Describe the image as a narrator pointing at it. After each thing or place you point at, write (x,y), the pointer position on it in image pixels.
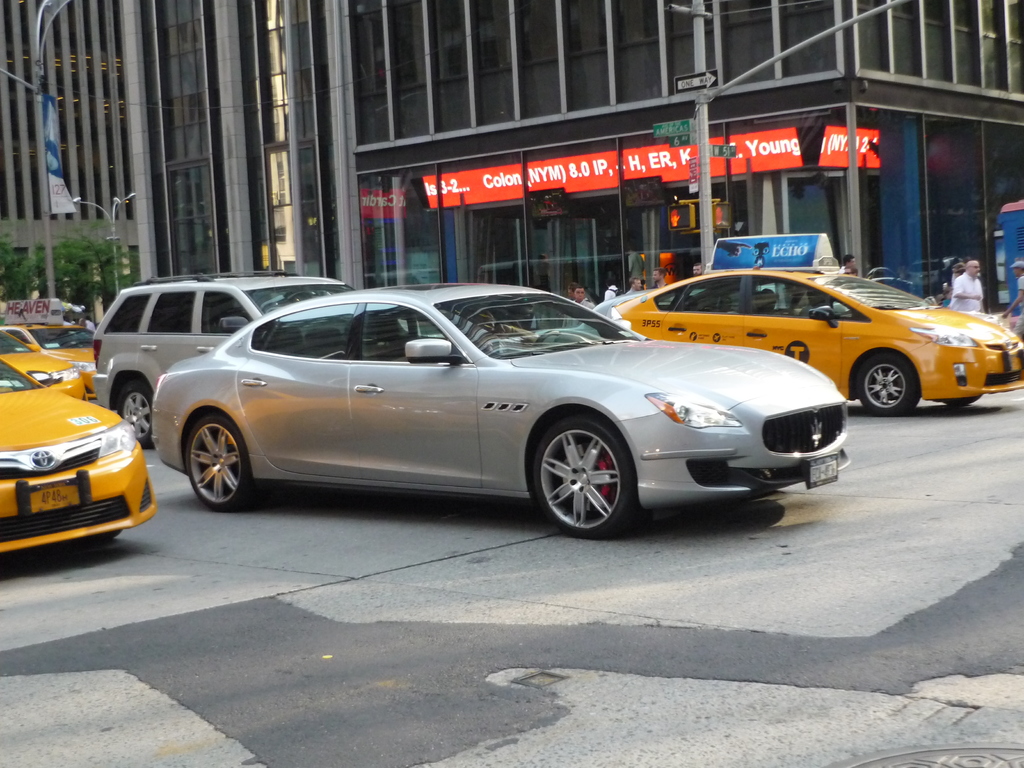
In this image I can see few cars (494,347) and persons (959,270). I can see few poles (53,283). In the background (622,157) I can see buildings (150,233). I can see few trees (74,281). I can see some text (774,150) on the building (631,172).
